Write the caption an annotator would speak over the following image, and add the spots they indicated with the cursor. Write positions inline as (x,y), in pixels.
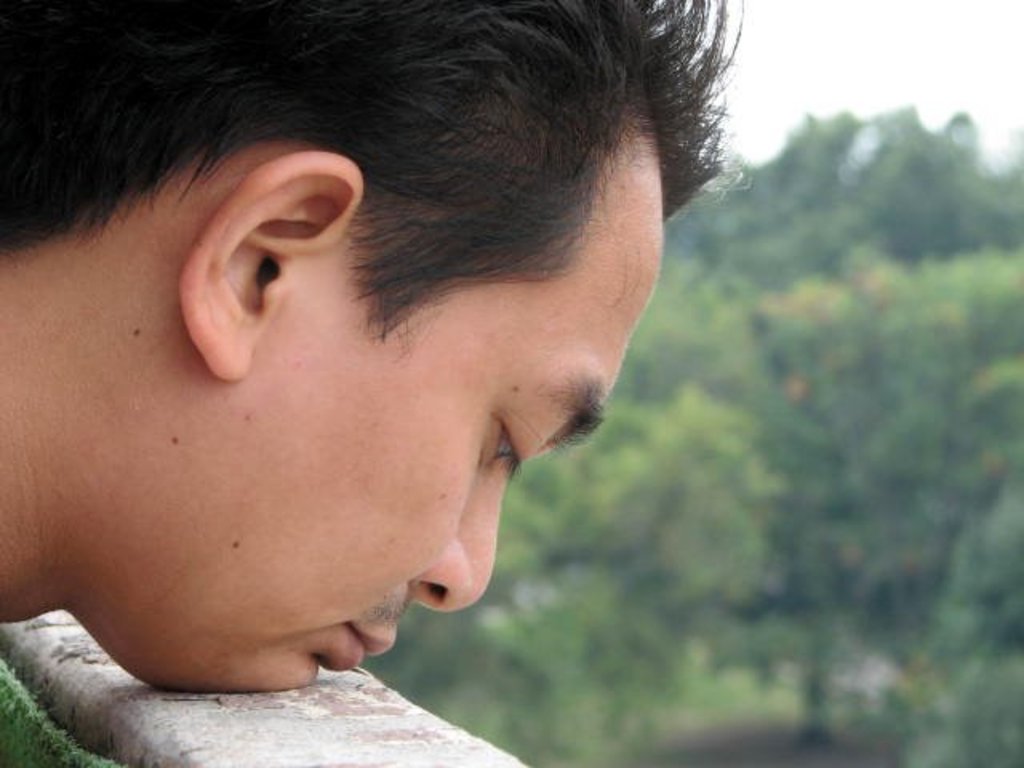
In this image we can see a man's face (254,371) kept on a wall (296,701). In the background (581,552) it is blur.
